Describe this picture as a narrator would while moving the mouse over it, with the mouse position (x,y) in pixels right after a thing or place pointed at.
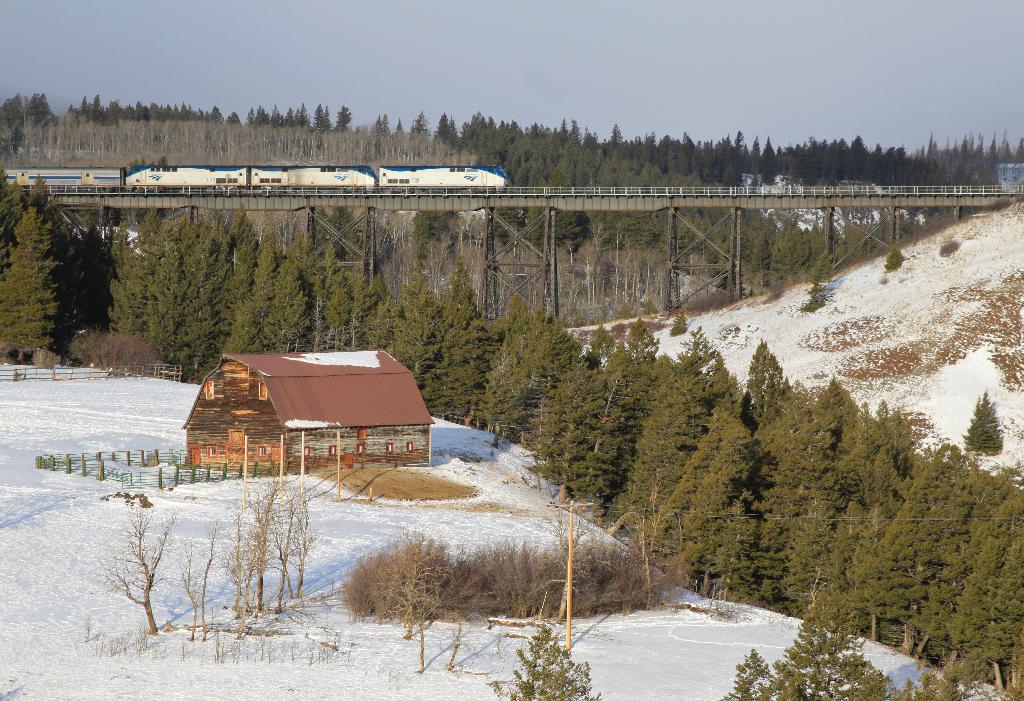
In the foreground (339,539), I can see plants (388,592), trees (727,454), snow (317,539), fence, house (397,416) and a train (457,181) on a bridge (434,207). At the top (630,79), I can see the sky (691,94). This image is taken, maybe during a day.
